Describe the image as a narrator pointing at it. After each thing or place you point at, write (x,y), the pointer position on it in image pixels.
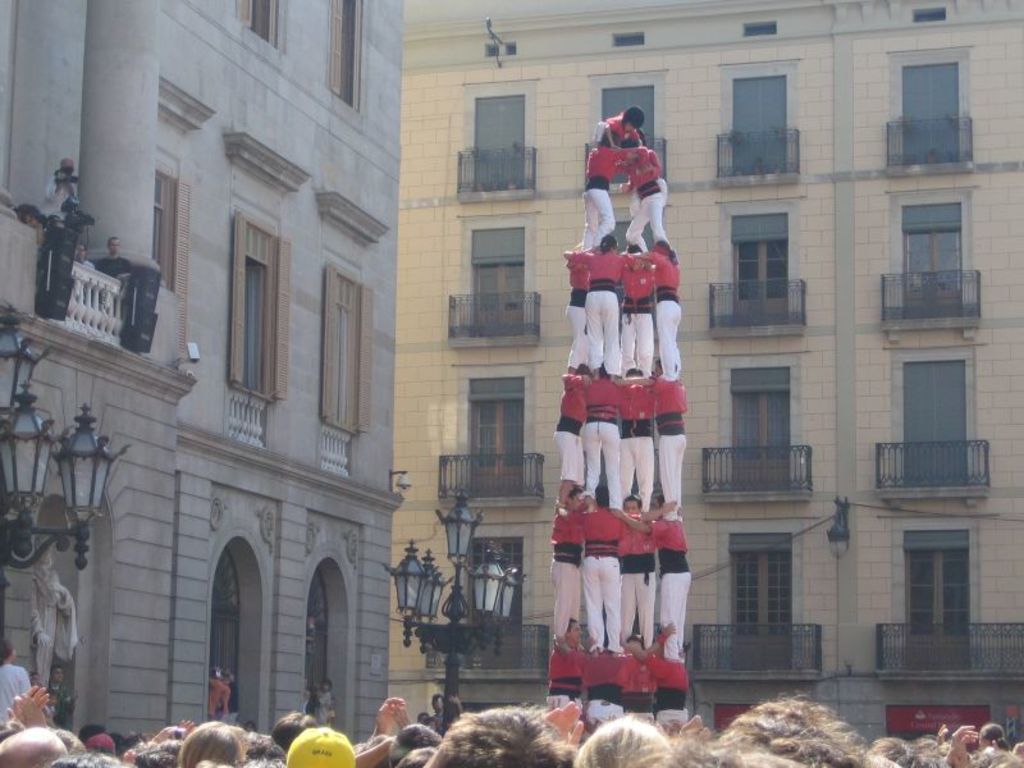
In this image, we can see a human pyramid (564,485) and there are lights (417,586) and we can see a statue (47,620). In the background (303,504), there are buildings (426,97), railings (123,293) and we can see people (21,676) holding objects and there are some other objects (896,731). At the bottom (479,733), there is a crowd (765,736).
